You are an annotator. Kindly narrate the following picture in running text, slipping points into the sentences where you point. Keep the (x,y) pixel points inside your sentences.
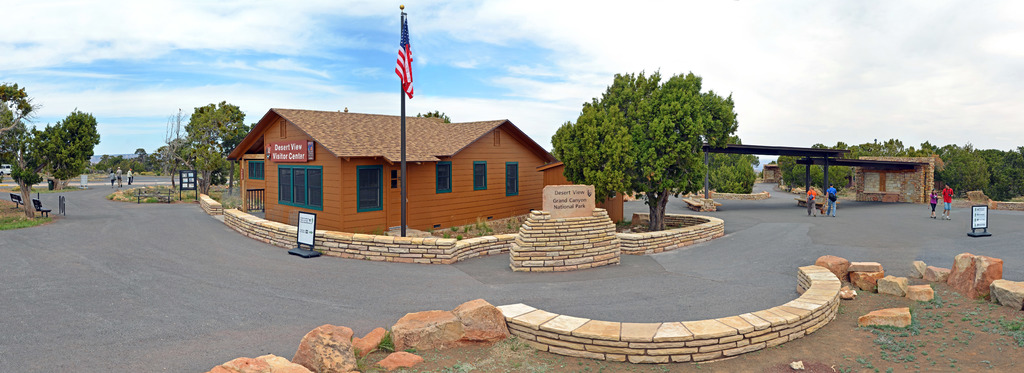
In this image we can see a house (443,170), trees (212,157), name boards (307,224), flag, rocks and other objects (403,183). On the right side of the image (1015,168) there are some person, name board (987,234), rocks (999,268), trees (1003,172), shed (896,163) and other objects (899,198). On the left side of the image (90,150) there are some trees (2,141), chairs (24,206), road (92,197), people (118,178) and other objects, At the bottom of the image (587,330) there are rocks (483,335), rocky land (522,357) and an object (646,328).
